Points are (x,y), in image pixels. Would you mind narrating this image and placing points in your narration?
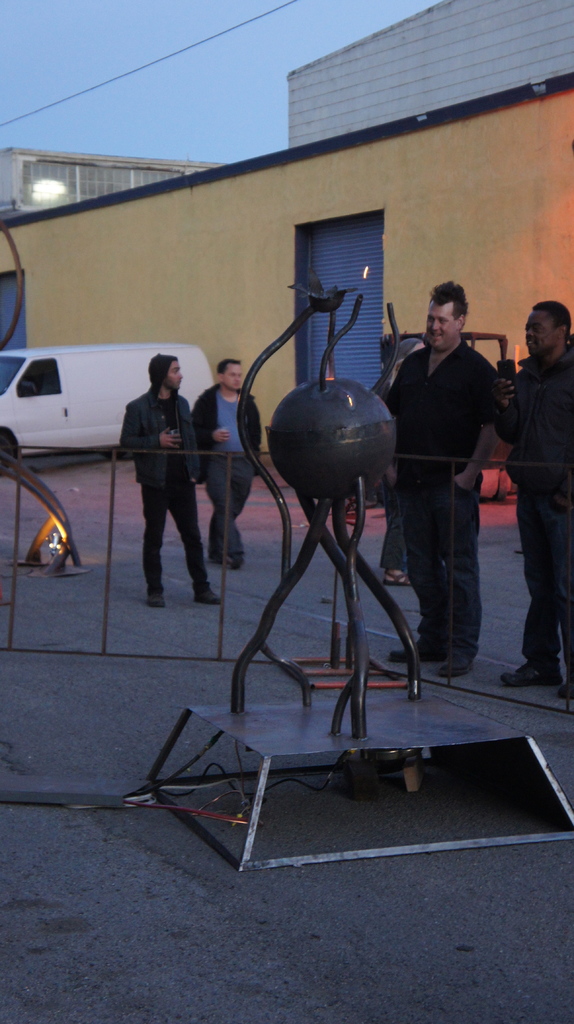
Here in this picture, in the front (361,468) we can see an architectural structure (354,433) present on the ground (279,635) and behind that we can see a railing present and we can see number of people (467,500) standing and walking on the ground (263,496) and watching it and some of them are wearing jackets (148,469) and we can see a white colored van (34,350) present and we can also see a storage area (565,101) with shutters (326,319) present over there and we can see the sky (117,140) is clear.
